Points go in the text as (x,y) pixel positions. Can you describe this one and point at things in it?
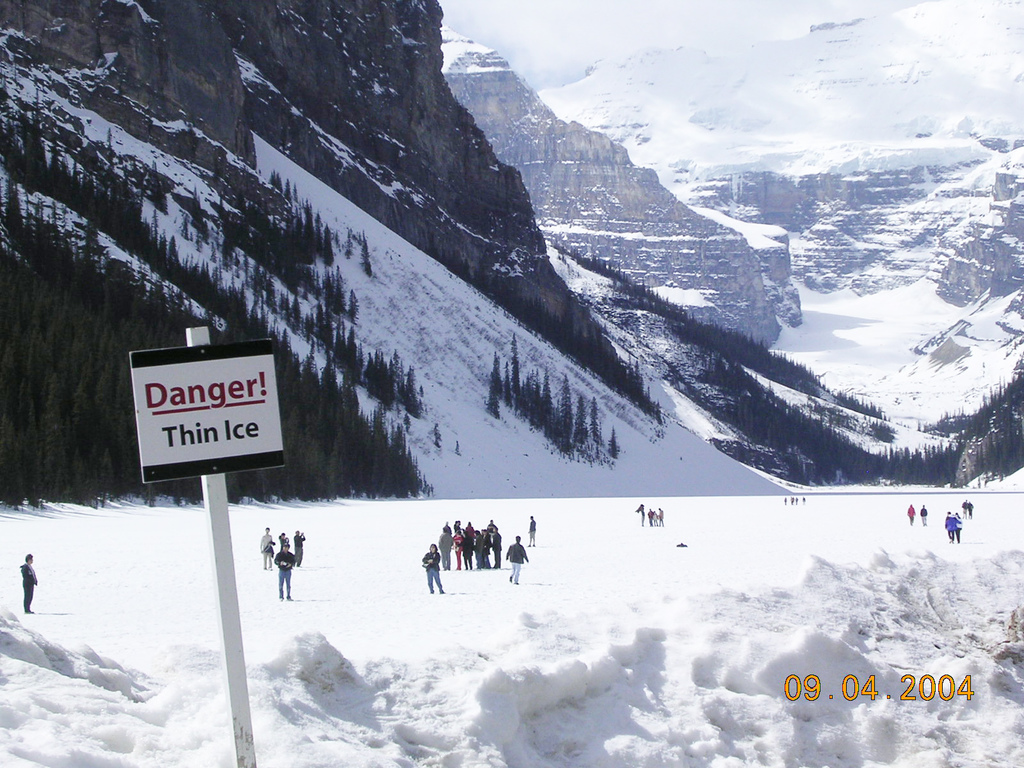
In this picture I can see a pole (217,499) on which there is a board (209,398) and I see something is written and in the middle of this picture (565,511) I see the snow (989,500), on which there are number of people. In the background (421,457) I see the mountains (373,237) and the trees (149,340). On the right bottom corner of this image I see the watermark (805,686).
